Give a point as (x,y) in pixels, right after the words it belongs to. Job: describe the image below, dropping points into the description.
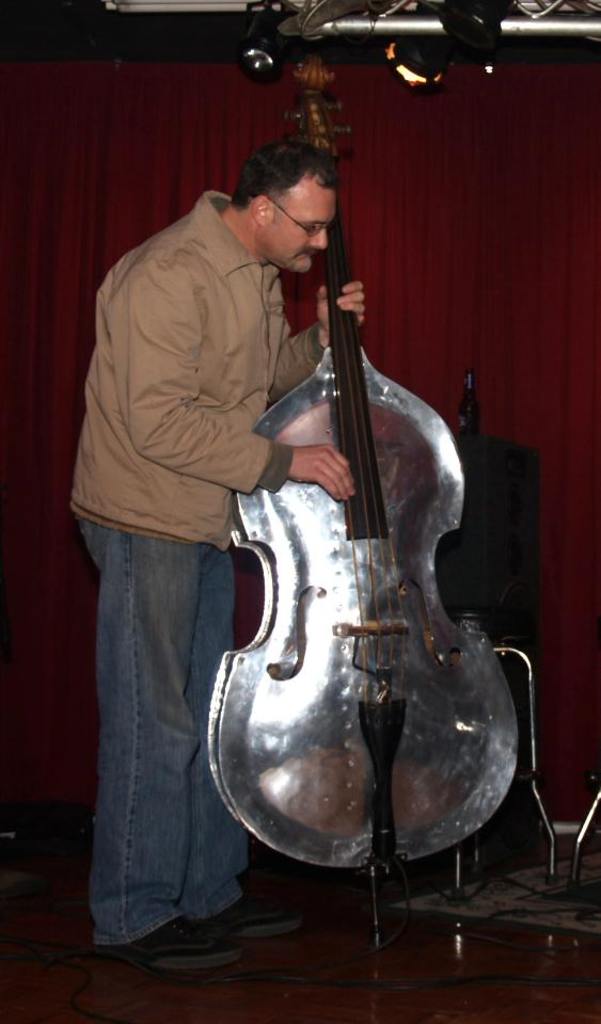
In this image we can see a man (184,330) standing on the floor (302,874) and holding the bass (336,531) in his hands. In the background (540,267) we can see curtain (531,315) and cables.
